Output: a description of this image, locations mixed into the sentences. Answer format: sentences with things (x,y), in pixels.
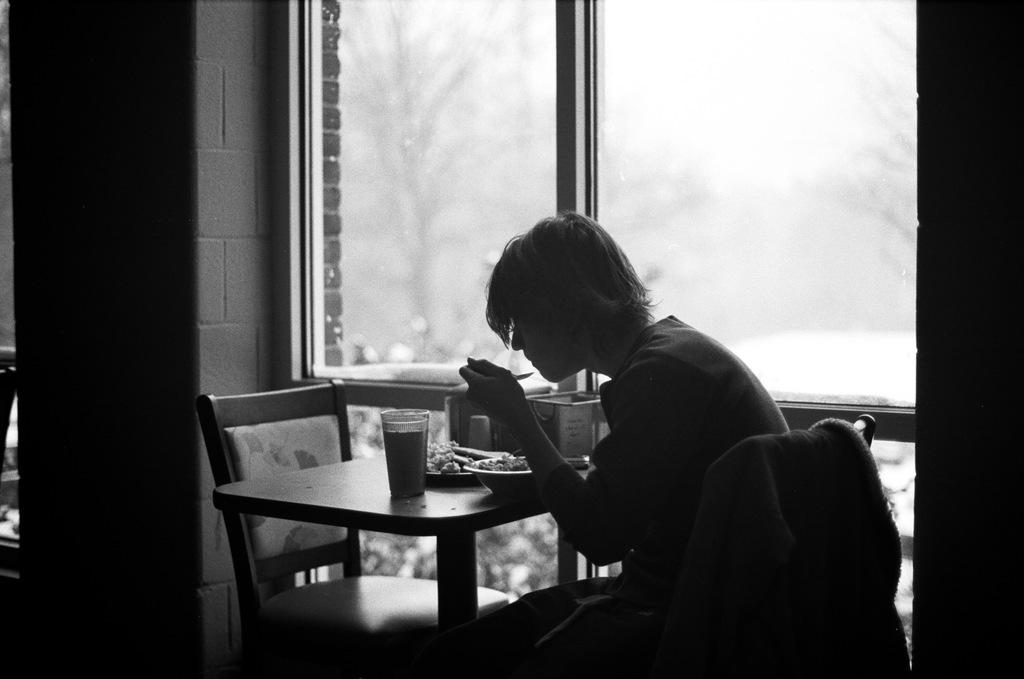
In this image, we can see human (669,524) is sat on the chair (755,574), there is a cloth (804,512) on it. We can see table (412,522), chair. On table (387,504), there is a glass (421,464), plate (432,474), bowl (491,479) and holder (547,426). At the background (721,243), we can see glass window (449,127), brick wall (324,146).
